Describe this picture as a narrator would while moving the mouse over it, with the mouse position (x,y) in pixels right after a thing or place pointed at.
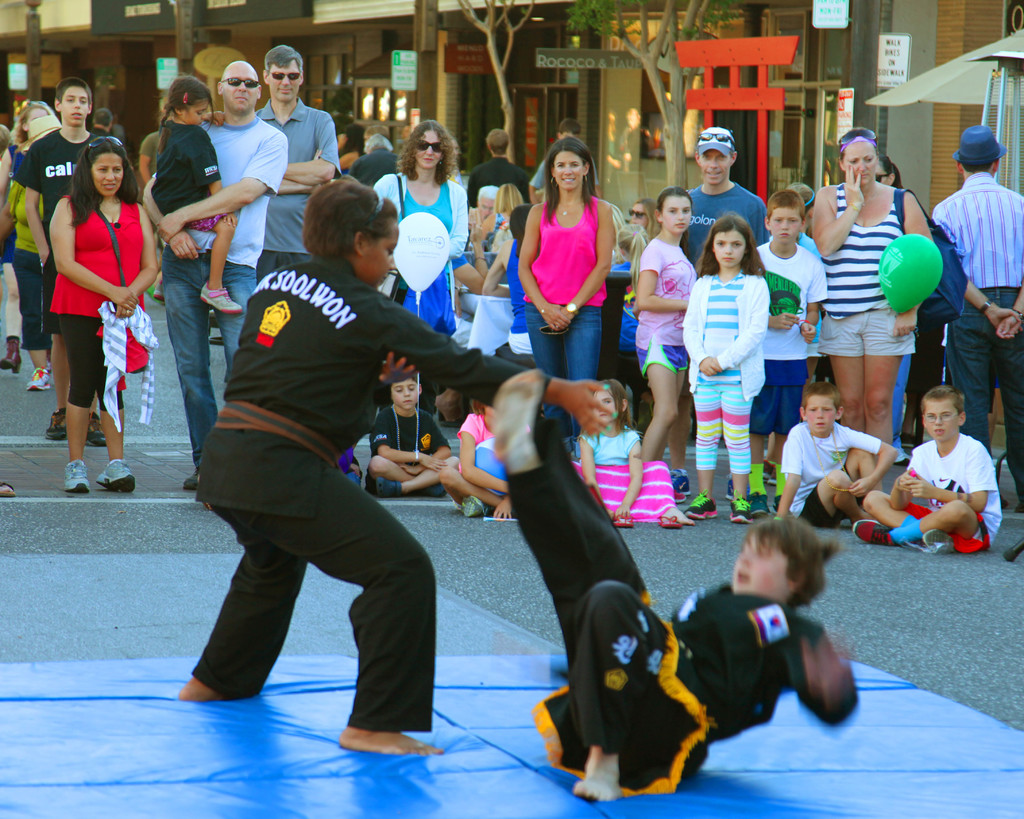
In this picture we can see two people (541,462) on a blue sheet (191,803). There are a few people (434,423) sitting on the path (222,529). We can see some signboards (413,78) and other boards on the poles (191,35). There is an umbrella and a stand (1014,122) on the right side (999,132). We can see a few trees (672,21) and buildings (510,20) in the background (592,20).
